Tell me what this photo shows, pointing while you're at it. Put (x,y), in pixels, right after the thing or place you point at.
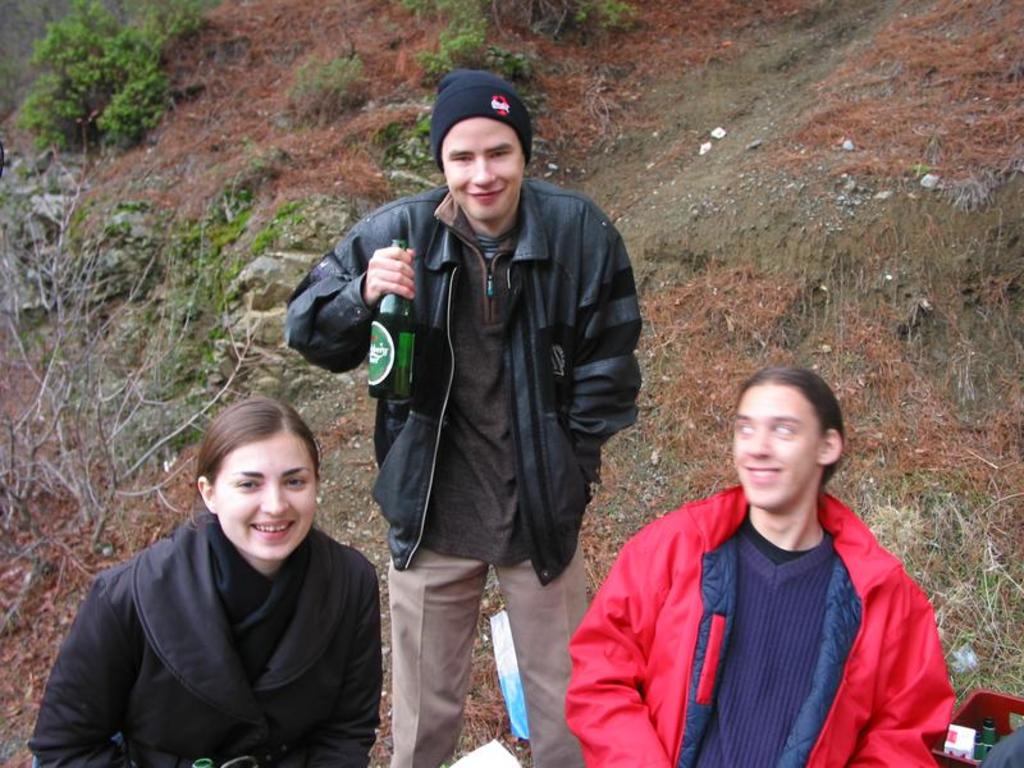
In this image there are three persons (314,571) smiling, and there are some items (953,747) in a plastic container (981,698), a person (458,432) holding a bottle (400,317), and in the background (26,466) there are plants (77,29).
